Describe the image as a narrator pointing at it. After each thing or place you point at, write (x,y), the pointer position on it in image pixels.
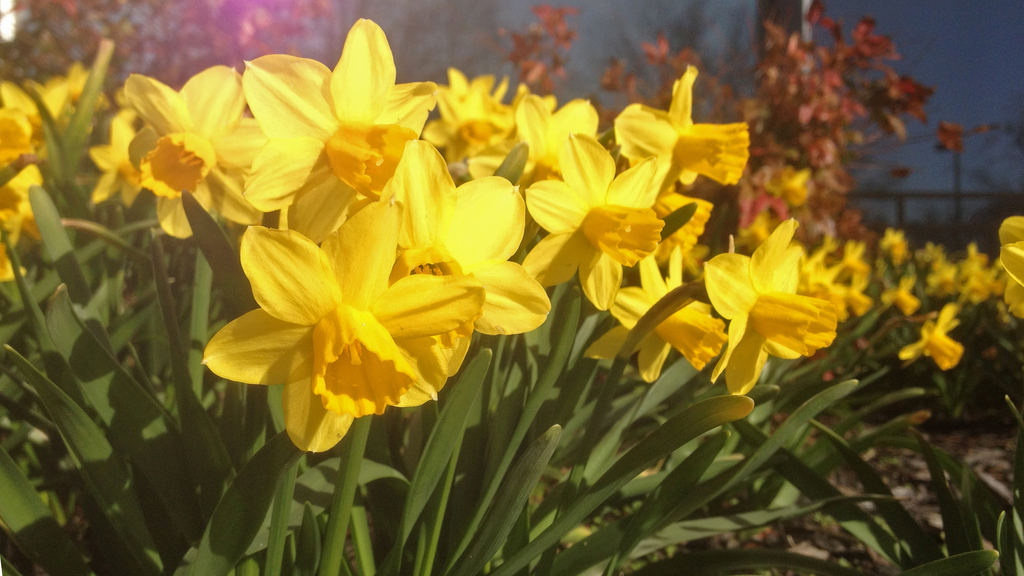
In front of the picture, we see the plants (608,406) which have flowers (365,359) and these flowers (255,295) are in yellow color. In the background (509,50), we see the plants (313,41), the railing (970,191) and a wall (693,44) in blue-grey color. This picture is blurred in the background (836,200).
